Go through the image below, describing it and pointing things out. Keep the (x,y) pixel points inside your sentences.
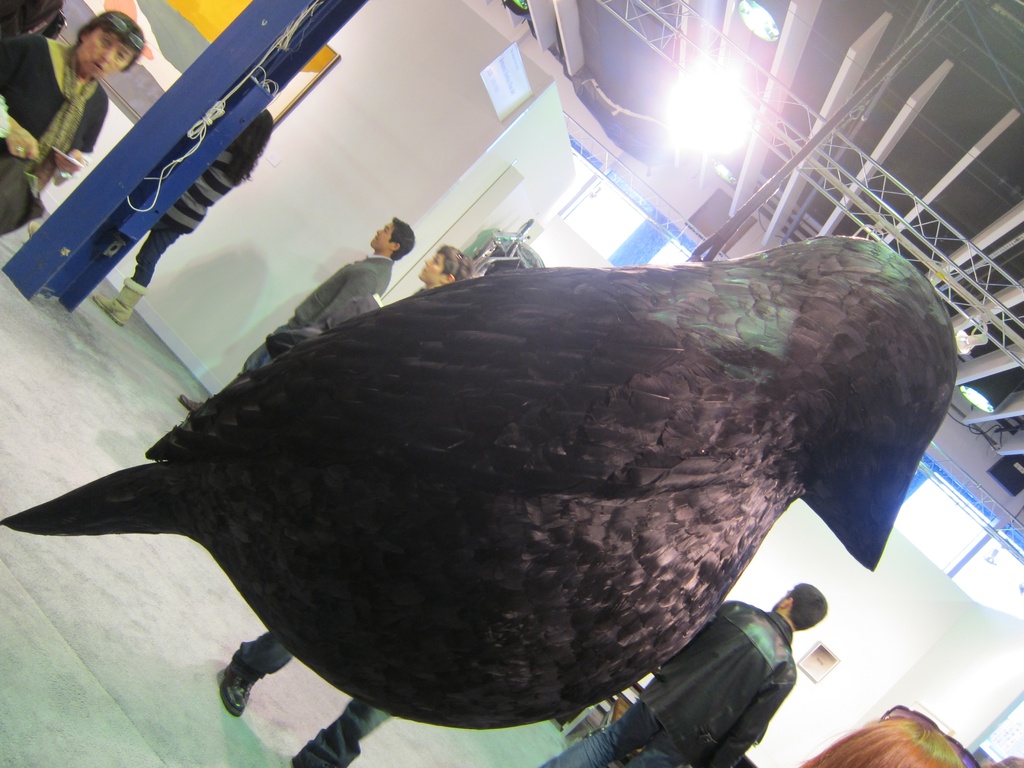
In this picture we can see a statue (342,543) of a bird (347,555) and in the background (731,122) we can see people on the floor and we can see boards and some objects (874,82).
